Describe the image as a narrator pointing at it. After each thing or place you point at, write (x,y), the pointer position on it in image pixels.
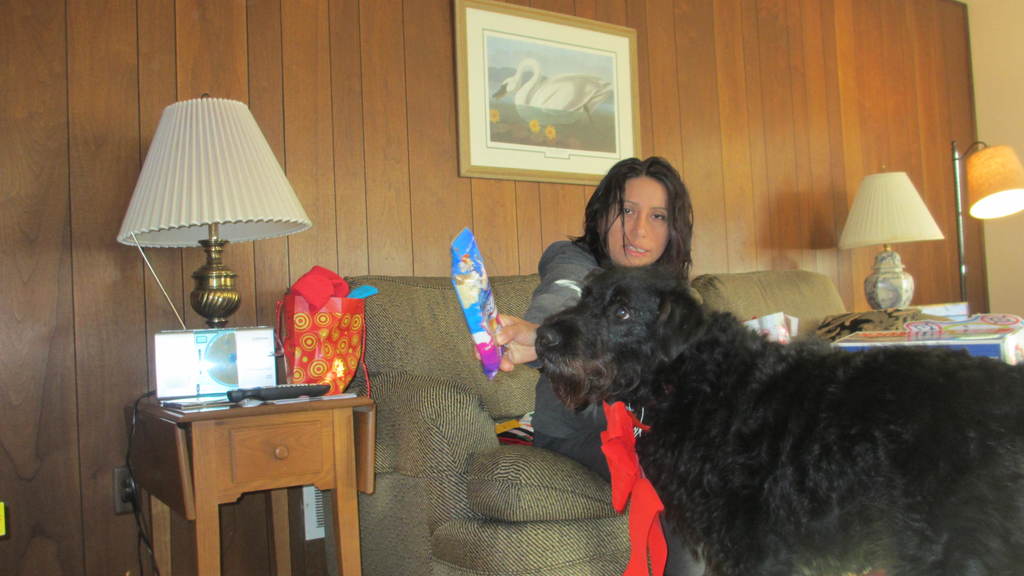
A picture (538,98) on wall (406,100). On this table (323,440) there is a remote (287,394), lantern lamp (228,181) and bag (323,347). This woman (557,302) is sitting on a couch (502,421) and holding a packet (478,270). Beside this couch (792,280) there is a table (922,345), on this table (937,308) there is a lamp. In-front of this woman (608,217) a black dog (710,397) is standing.
